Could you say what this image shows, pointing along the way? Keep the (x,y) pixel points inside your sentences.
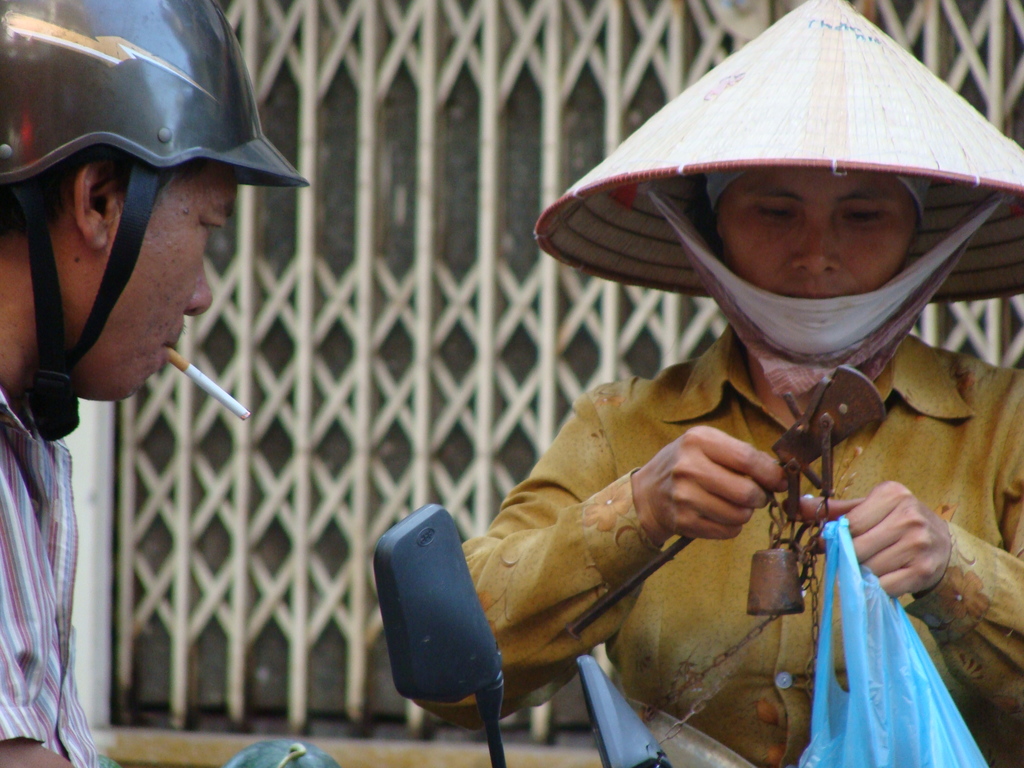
In this picture I can see a man (91,734) in front (40,340) and I see a cigarette (198,383) in his mouth (157,358) and on the right of this image (723,132) I see a person (806,236) who is holding things (824,474) in her hands (872,498). In the background (310,222) I see the gate (425,246).
